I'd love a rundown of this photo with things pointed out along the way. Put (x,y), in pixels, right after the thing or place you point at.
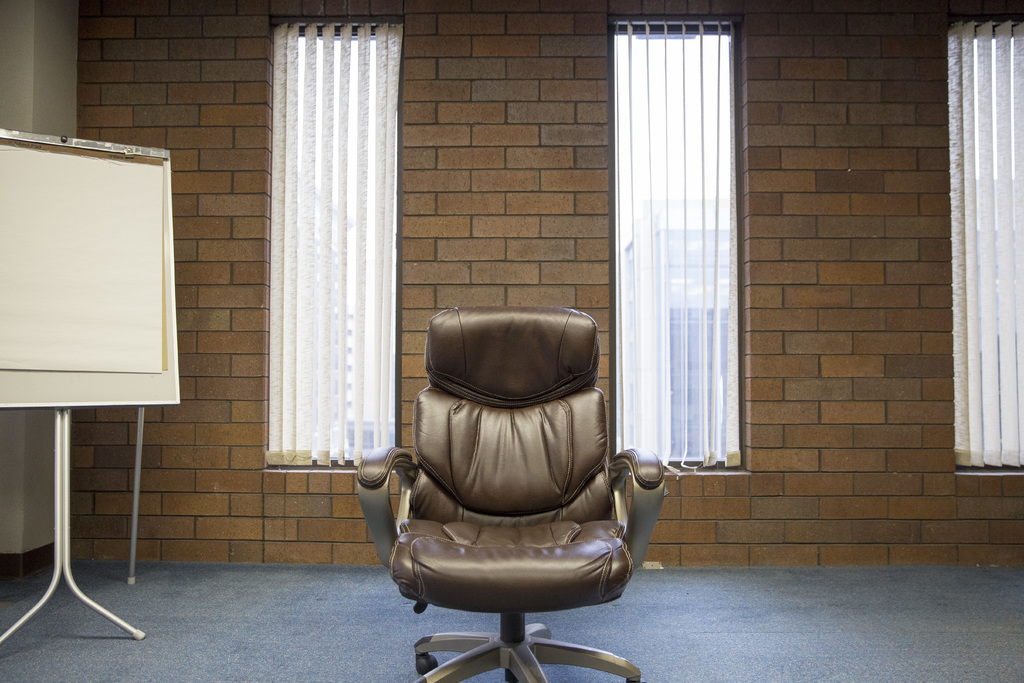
In this image, we can see a chair (537,490) on the floor (445,652). Background (483,244) there is a brick wall (447,254), glass windows (347,327) with window shades (638,292). Left side of the image (156,297), we can see a pillar (31,437) and board (107,396) with stand (58,423).
